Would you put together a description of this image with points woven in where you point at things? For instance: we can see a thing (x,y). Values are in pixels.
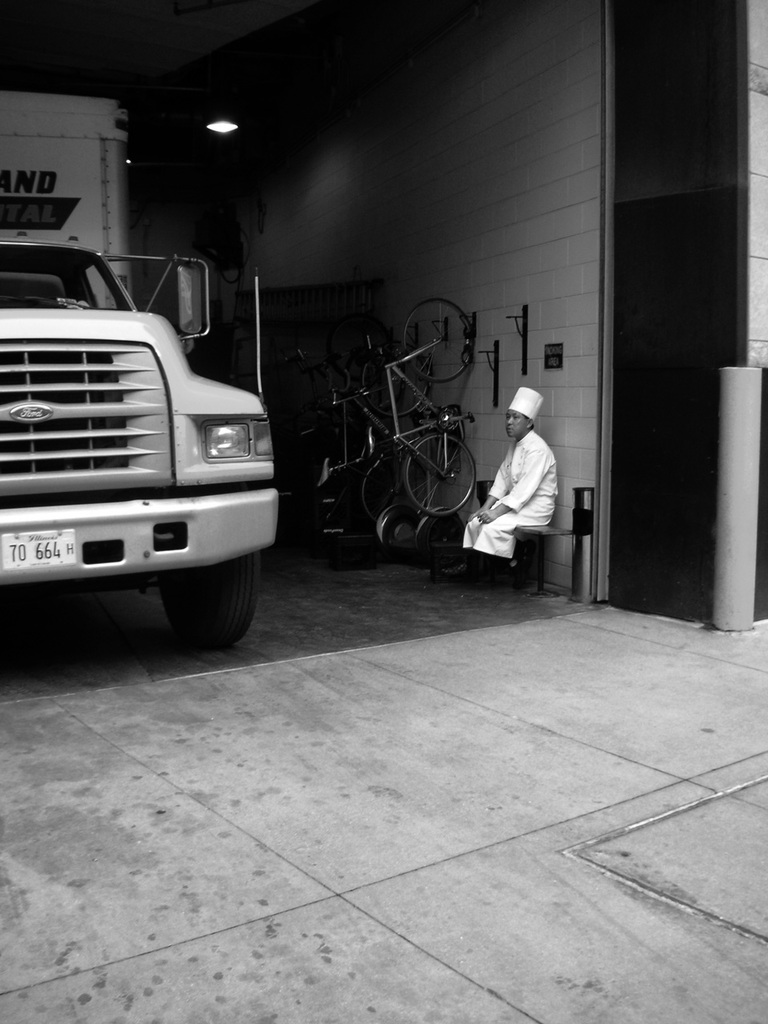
In the picture I can see a person (545,481) wearing white dress (517,506) is sitting and there are few bicycles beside him and there is a vehicle (132,322) in front of him.
